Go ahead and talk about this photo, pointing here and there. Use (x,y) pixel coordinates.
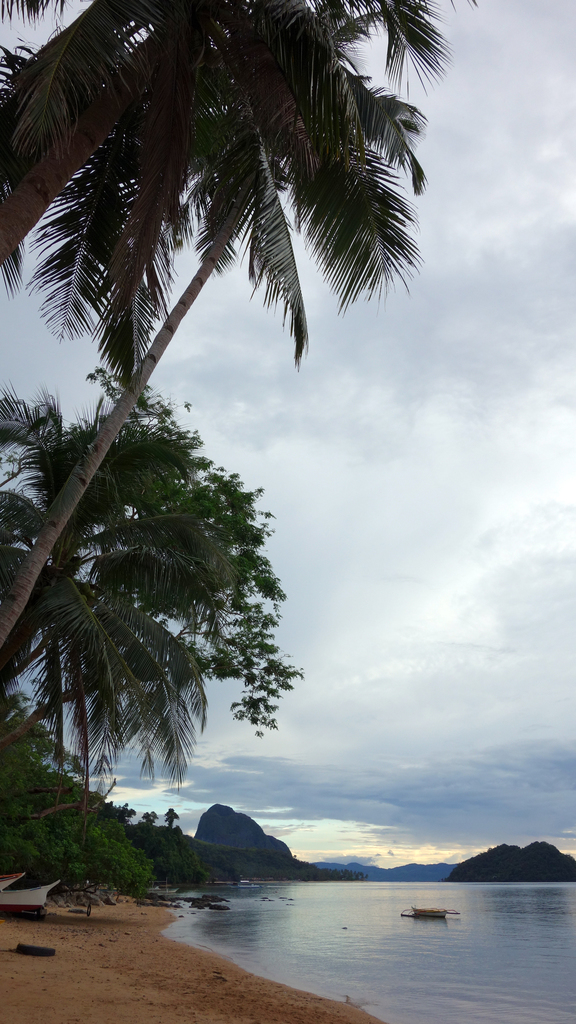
In this image I can see water (264,906) on the right side (427,1017) and on the left side of this image (87,812) I can see few trees (26,821) and few boats (34,898). In the background (272,507) can see clouds (359,301) and the sky (440,433).
